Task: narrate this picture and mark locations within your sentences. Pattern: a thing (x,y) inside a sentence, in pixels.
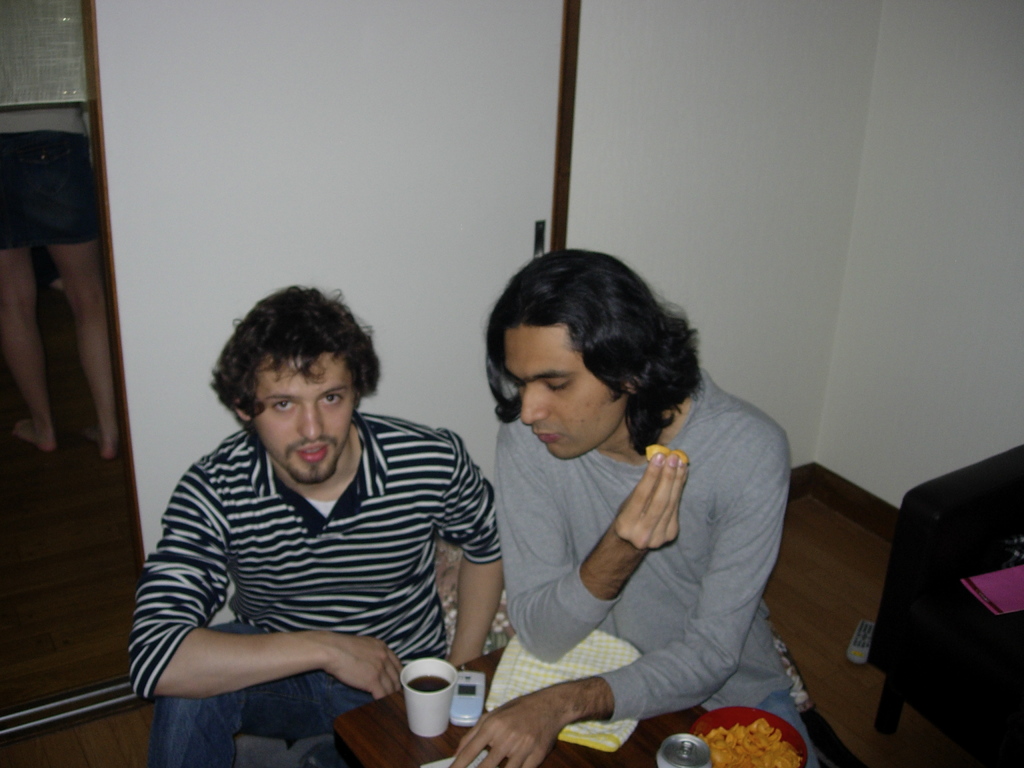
In this picture I can see two persons (595,420) sitting, there is a food item (775,752) on the plate (731,723), there is a tin (681,739), a mobile (476,712), a napkin (510,677) and a paper cup (444,672) on the table (369,704), there is a remote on the floor (842,603), there is a chair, there is a door (321,104), there is a person (29,115) standing, and in the background (725,192) there is a wall (865,190).
